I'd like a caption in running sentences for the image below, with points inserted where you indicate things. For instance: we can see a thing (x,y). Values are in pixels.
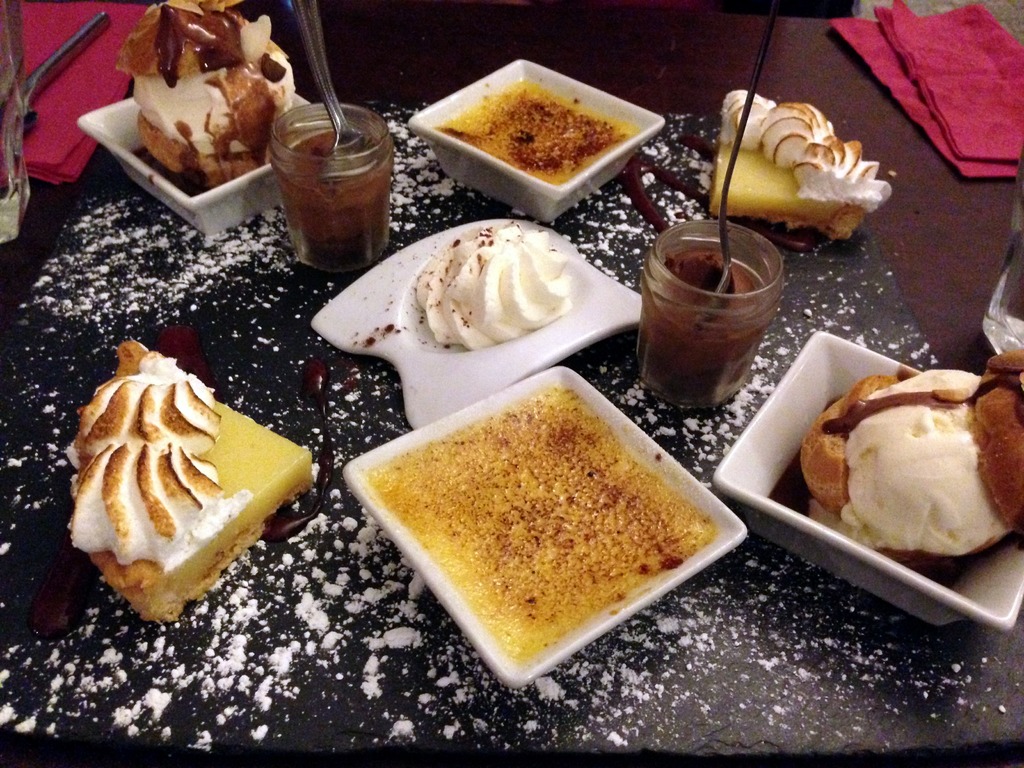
In the picture, there are different types of desserts (162,425) kept on a table (182,300) there are sweet items (239,487) like whipped cream (487,328), cakes (250,479), chocolate syrup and some other food item (566,139), all these are kept on a black table (383,605).
